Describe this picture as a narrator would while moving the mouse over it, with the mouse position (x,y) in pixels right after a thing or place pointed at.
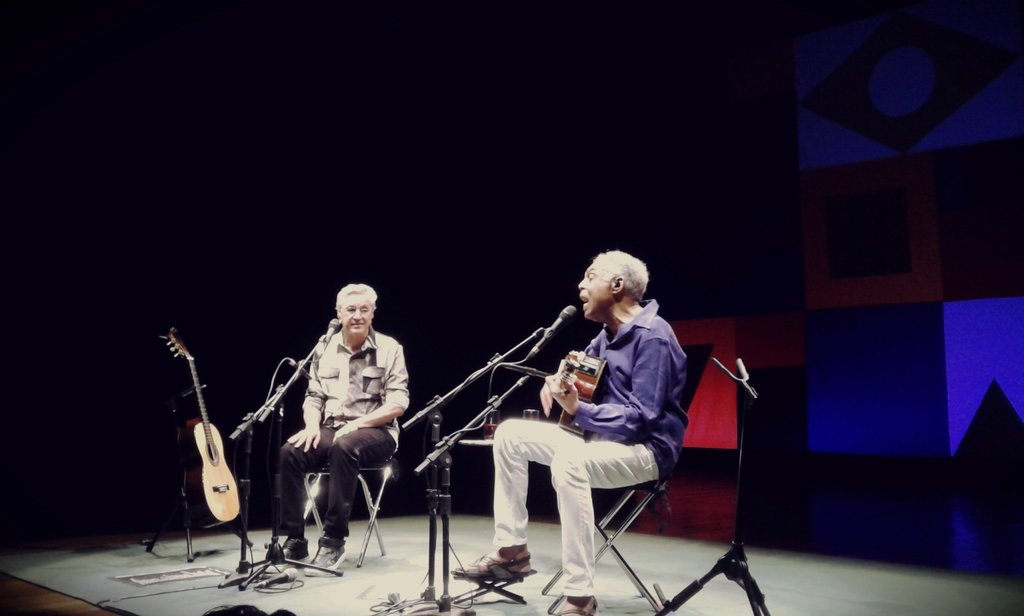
In this image we have a man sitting in the chair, another man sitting and playing a guitar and at the back ground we have a guitar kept in a stand (190,559).
